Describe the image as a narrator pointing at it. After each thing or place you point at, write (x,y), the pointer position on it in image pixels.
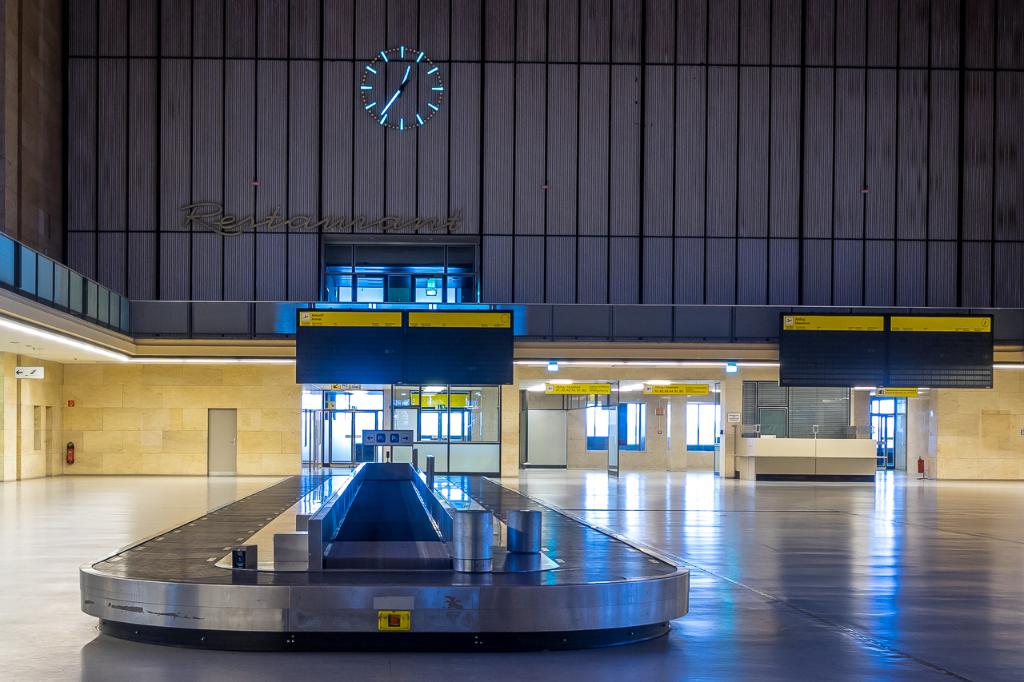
Here I can see an object (406,586) on the floor (887,635). In the background (656,146) there is a building (562,151). Here I can see few doors (214,433) and windows (627,430) to the wall (989,429).
